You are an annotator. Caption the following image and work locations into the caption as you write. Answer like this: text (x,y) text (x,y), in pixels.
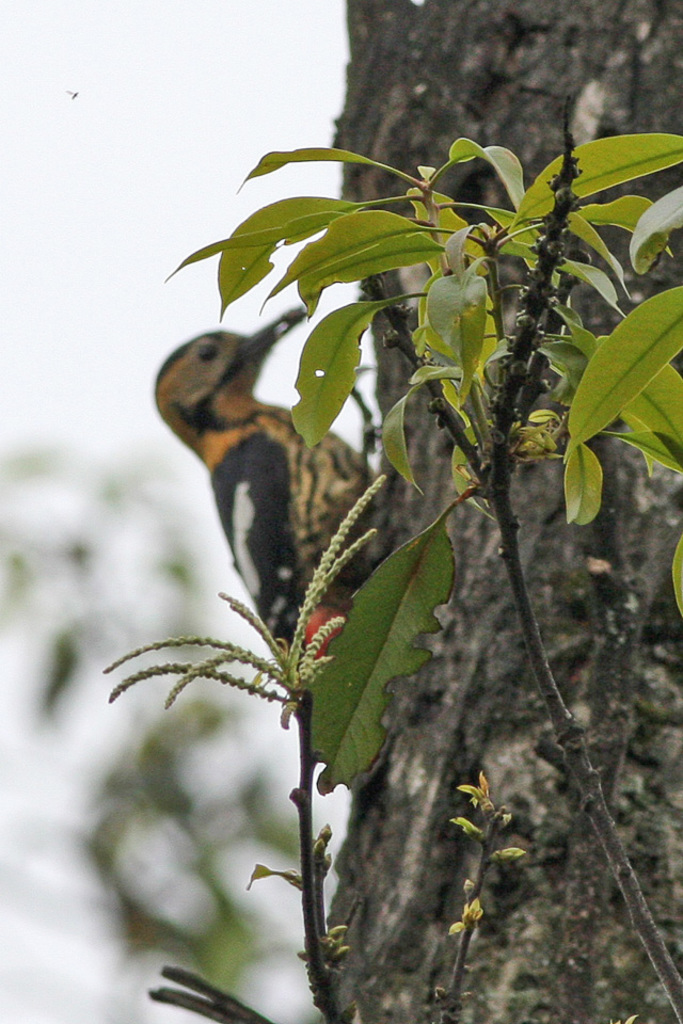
In this image I can see a bird (200,382) which is in black and brown color on the tree (526,551), in front (301,228) I can see a plant (422,169) in green color. Background (122,84) the sky (134,138) is in white color.
